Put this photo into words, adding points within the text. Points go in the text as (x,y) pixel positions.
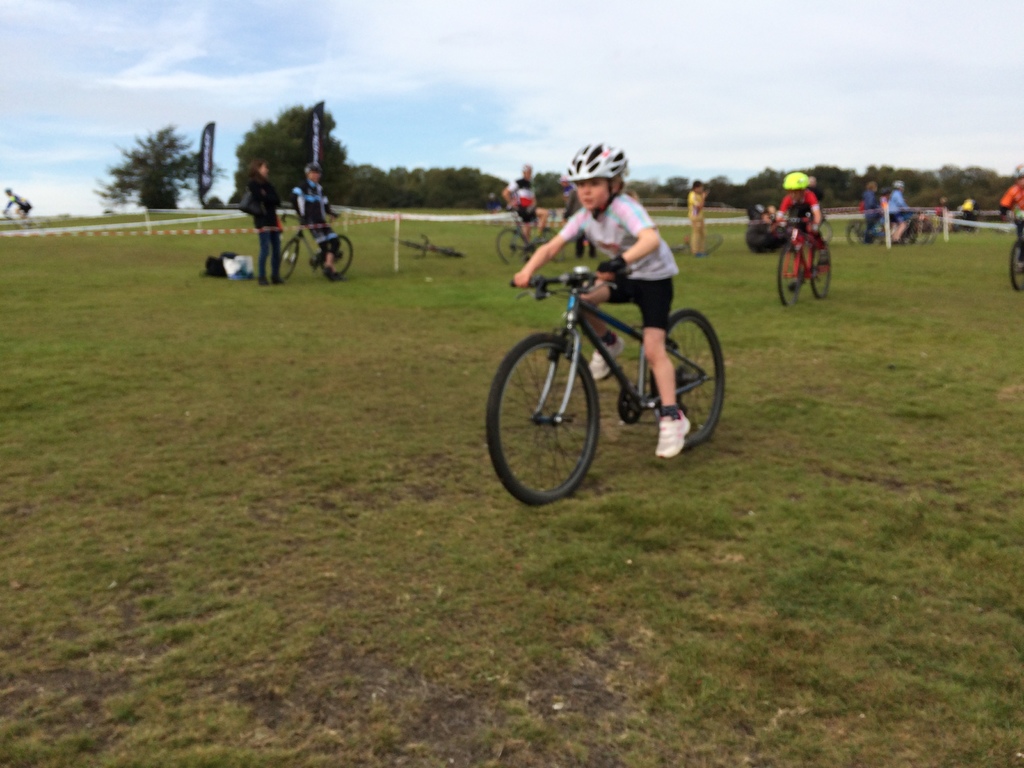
Land (446,342) is covered with grass (262,579). Children (643,291) are riding bicycles (1015,248). Background (220,183) we can see bicycles (691,251). people (274,246), trees (336,193), hoarding (323,151) and cloudy sky (672,90).
